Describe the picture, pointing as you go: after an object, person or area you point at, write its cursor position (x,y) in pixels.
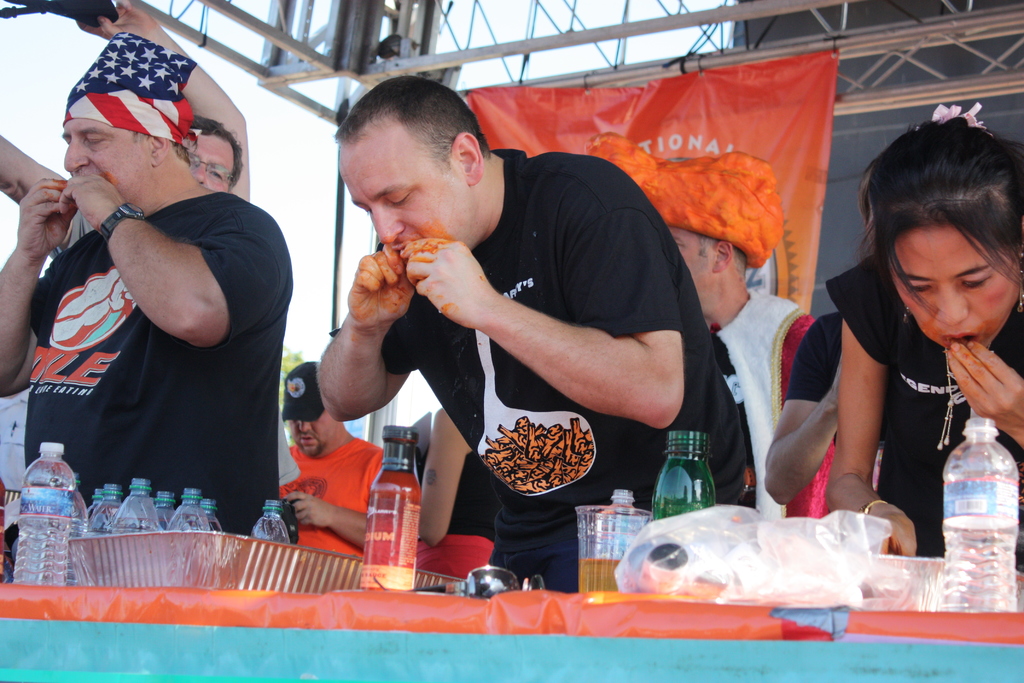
In this image we can see some people (520,403) eating. And we can see some bottles (957,497), glasses (605,505) and some objects (184,565) on the surface (333,596). And we can see the metal framing (306,63). And we can see the banners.
